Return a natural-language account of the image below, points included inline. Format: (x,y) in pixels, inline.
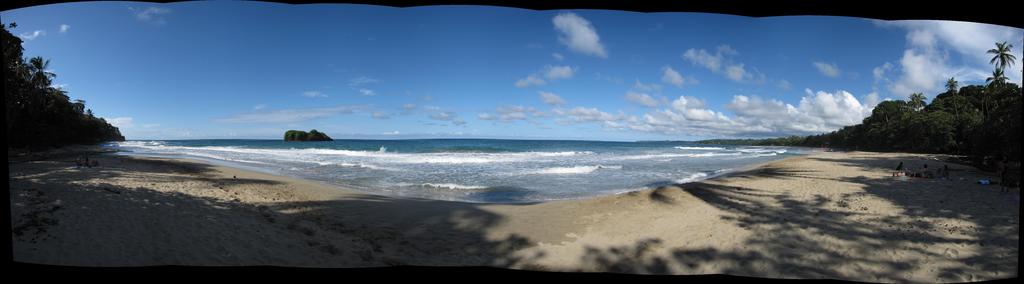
This image is clicked at a beach (538,216). At the bottom (265,244) there is the sand (468,247) on the ground (468,236). To the right (929,176) there are people (909,176) sitting on the ground (872,237). On the either sides of the image there are plants (925,114). There is the water (453,165) in the image. In the background (297,140) there are rocky mountains (320,136) in the water (323,149). At the top (395,62) there is the sky (395,62).
